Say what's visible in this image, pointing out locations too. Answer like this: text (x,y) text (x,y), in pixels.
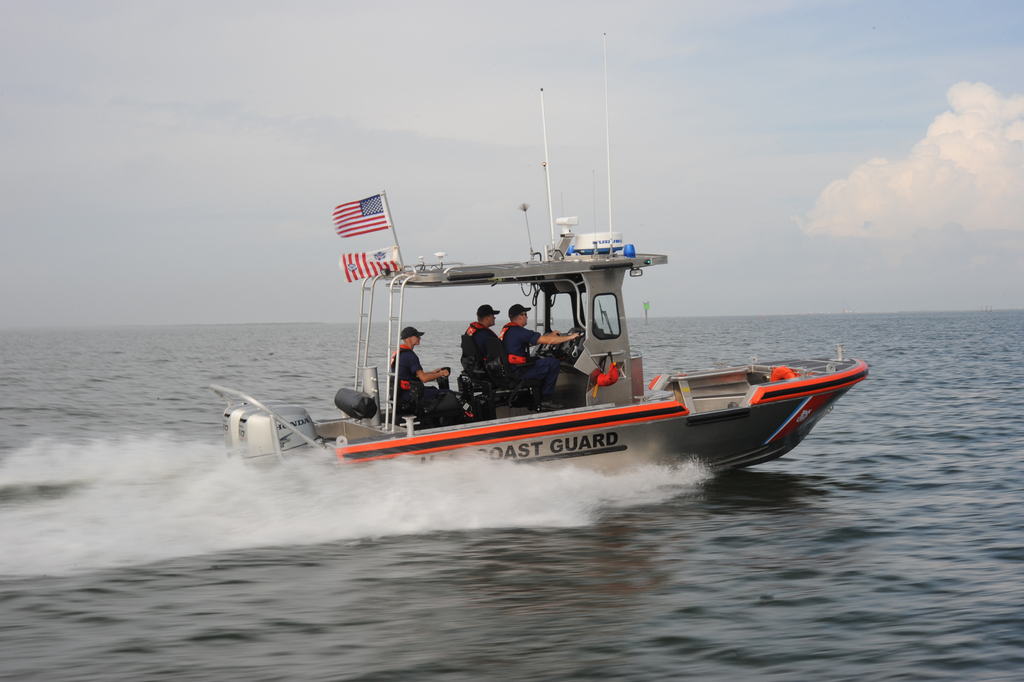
In this image I can see a boat (434,446) on the water (429,576). Inside the boat (478,407) there are three persons (406,388) sitting. At the top of the boat (364,281) there are two flags (368,255). At the top of the image (764,49) I can see the sky (785,128) and clouds (885,174).
